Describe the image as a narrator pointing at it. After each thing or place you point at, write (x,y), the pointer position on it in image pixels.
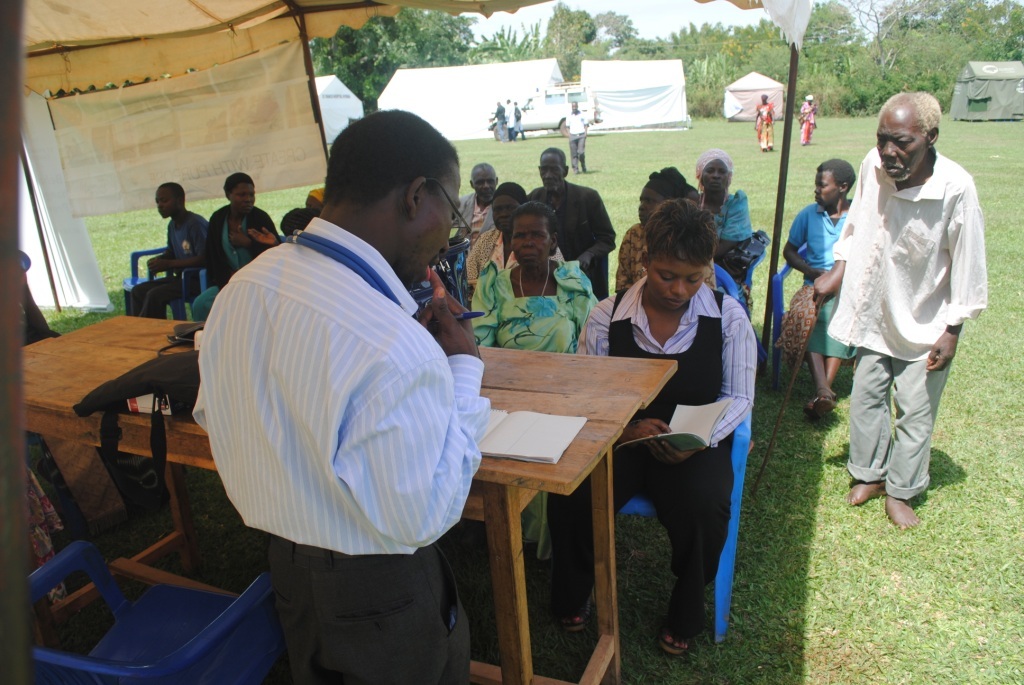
Here we can see a group of people (670,207) are sitting on the chair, and here a person (377,329) is standing on the ground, and holding a pen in the hand (466,341), and in front (542,433) here is the table (568,392) and book (551,424) on it, and at back (656,73) here are the tents (643,82), and here are the trees (399,60).
